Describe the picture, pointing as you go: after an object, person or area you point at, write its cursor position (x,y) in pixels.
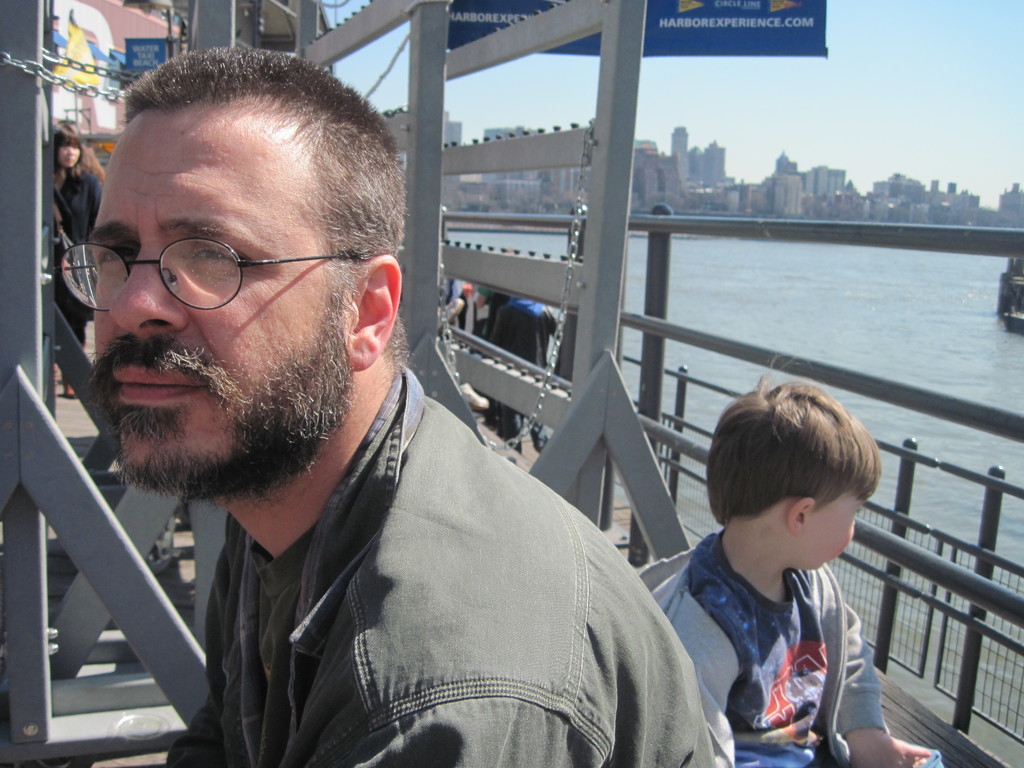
In the image there is a man (289,440) in grey shirt (415,657) and specs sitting in the front (555,660) and behind there is a boy (771,644) sitting, it seems to be clicked on a pier (419,34), in the back (61,222) there are few persons (86,221) visible, on the right side (869,302) there is water (901,297) and in the background (675,193) there are buildings (736,189) and above its sky (903,100).
